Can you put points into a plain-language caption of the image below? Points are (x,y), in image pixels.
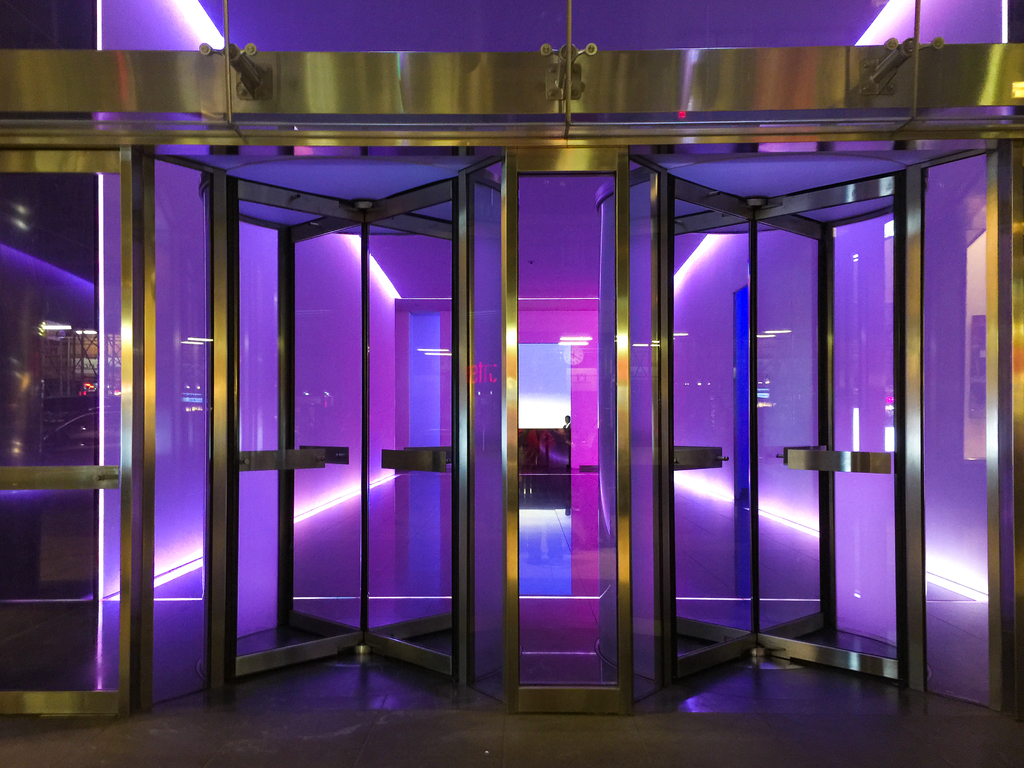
In this picture I can see there are two doors (748,612) and they have glass (443,534), there is a purple light (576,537) attached and there is a man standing in the backdrop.
